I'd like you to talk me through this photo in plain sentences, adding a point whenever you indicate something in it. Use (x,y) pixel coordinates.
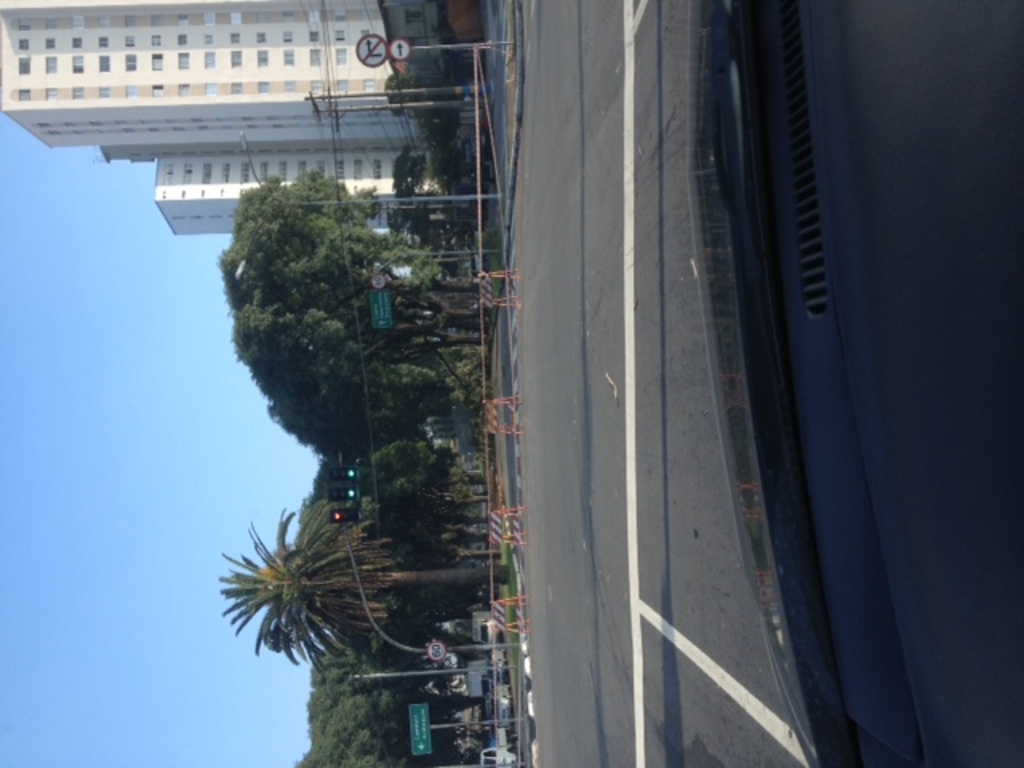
In this image we can see there are trees (328,210), buildings (235,78), poles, street lights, sign board (421,720) and there are barricades (476,160) and vehicles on the road (555,418). At the top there is the sky (187,349).
